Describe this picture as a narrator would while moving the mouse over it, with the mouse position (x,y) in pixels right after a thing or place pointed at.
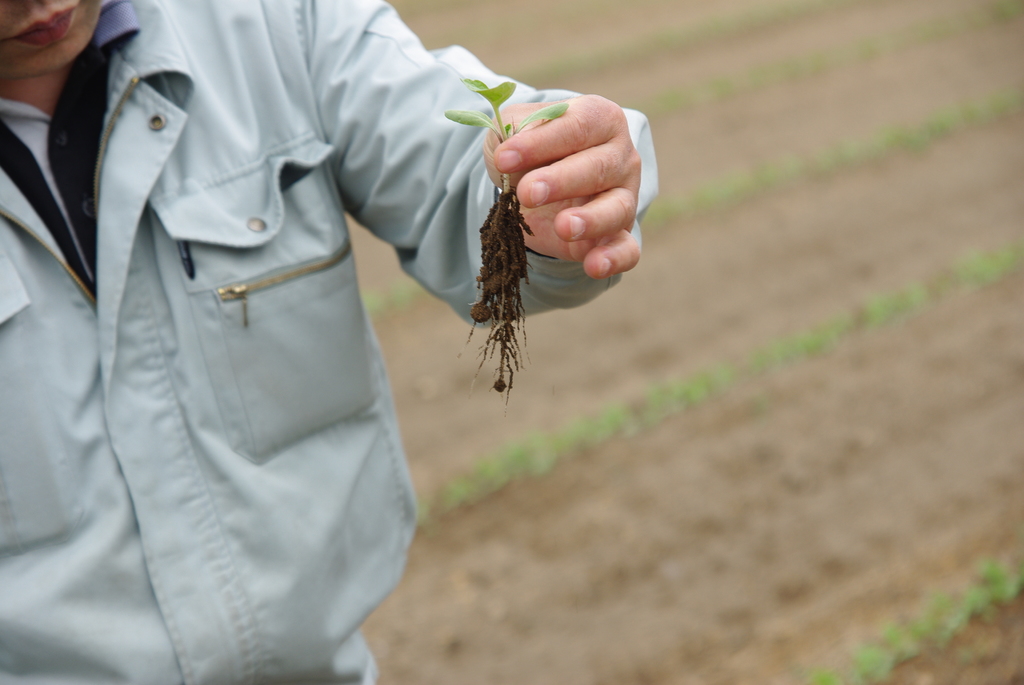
In this image we can see a person (251,363) standing and holding a small plant (508,202).
